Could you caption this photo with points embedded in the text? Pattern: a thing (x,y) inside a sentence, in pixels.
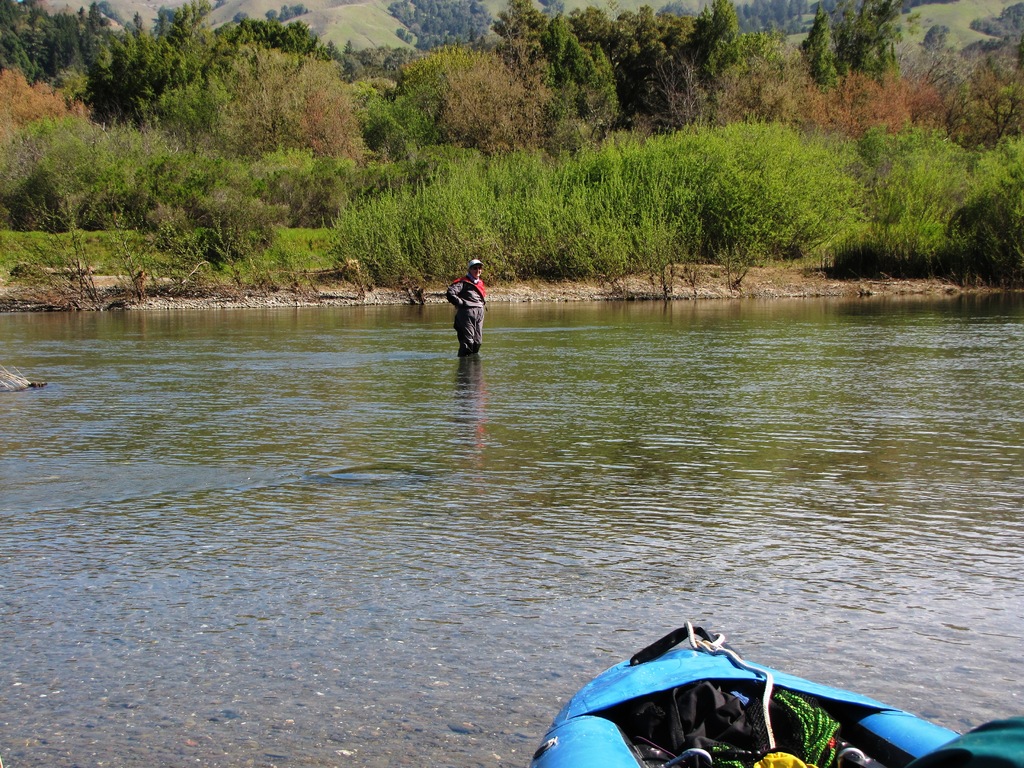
In front of the image there are a few objects (779,721) in the boat (865,733). There is a person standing on the water (421,490). In the background of the image (454,127) there are trees (439,106).
